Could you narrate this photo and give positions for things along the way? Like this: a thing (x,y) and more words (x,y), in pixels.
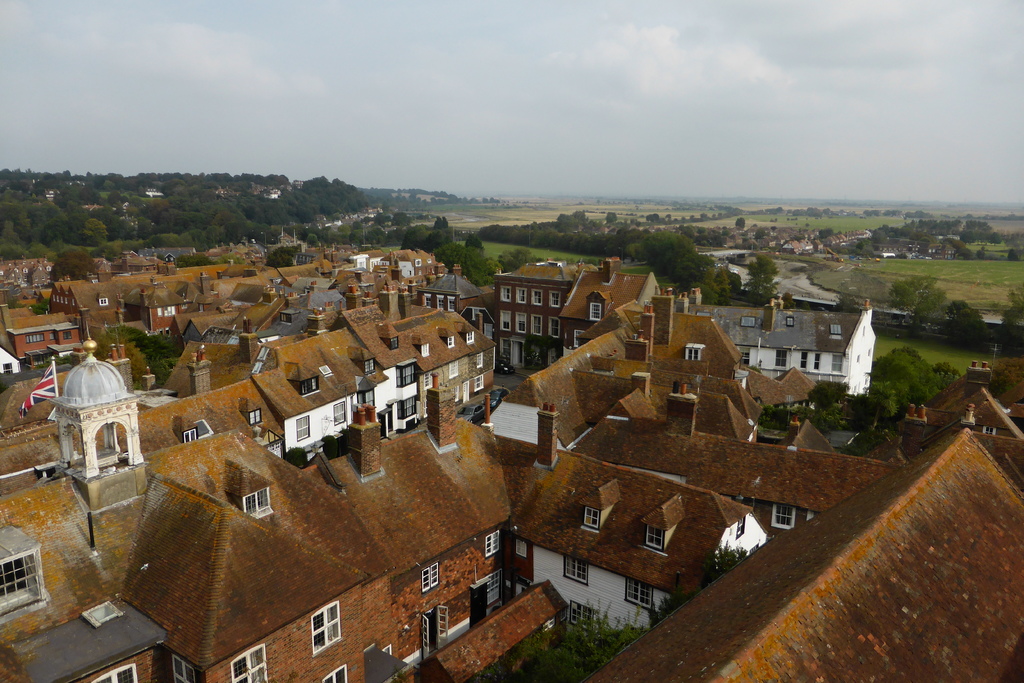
In this picture we can observe buildings (384,338) with brown color roofs (483,528). We can observe a white color dome (83,380) on the top of the building (89,405), on the left side (92,387). In the background (163,228) there are trees (568,244). We can observe a sky (387,113) with some clouds (546,100).
